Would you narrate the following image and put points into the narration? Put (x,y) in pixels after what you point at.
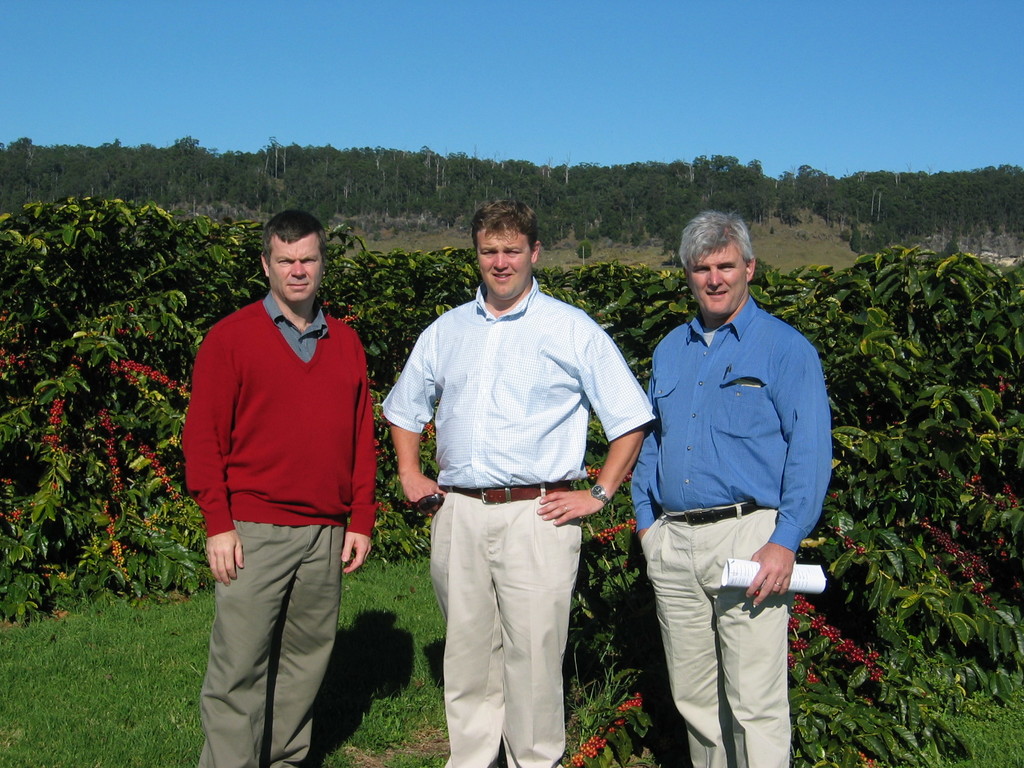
In this image we can see three men (446,397) standing on the ground (345,639). In that a man (693,748) is holding a paper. We can also see some grass (174,673), a group of plants (1000,512), a group of trees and the sky (572,127) which looks clear.
